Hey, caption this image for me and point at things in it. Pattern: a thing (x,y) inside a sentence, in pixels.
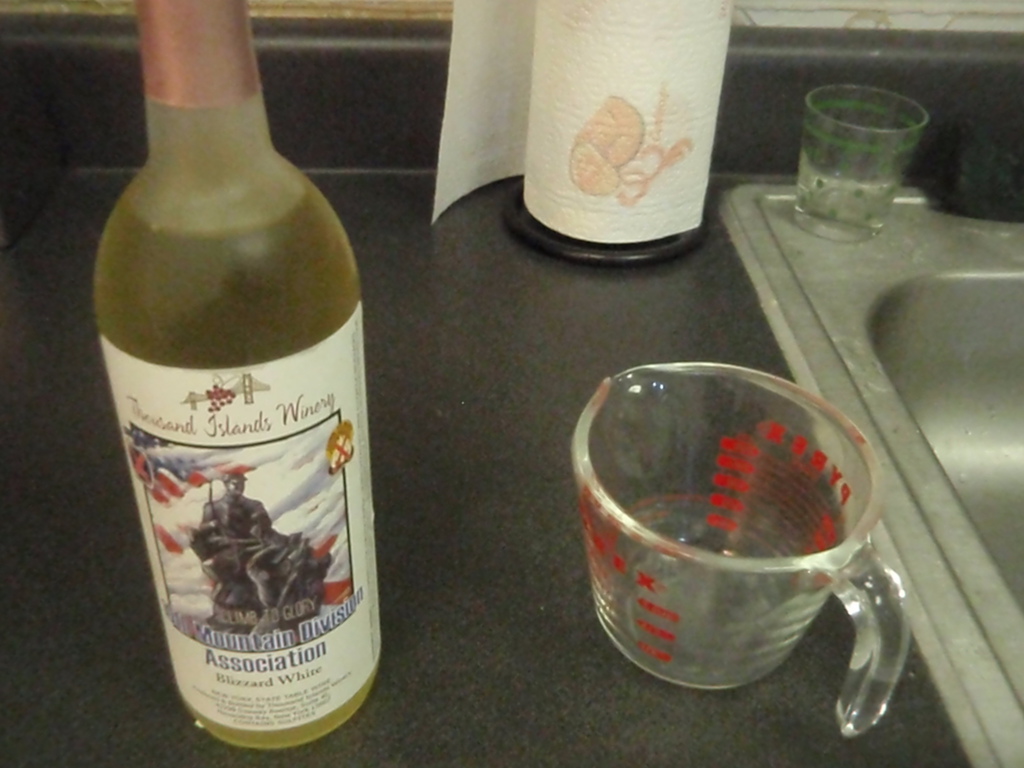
This is a picture, In a picture there is bottle (214,491) on the bottle (203,576) there is a sticker (229,539) of a man (237,531) and behind the bottle (243,525) there is glass (637,572) and the sink (925,377) on the counter (585,275) there is a tissue paper (603,118).
